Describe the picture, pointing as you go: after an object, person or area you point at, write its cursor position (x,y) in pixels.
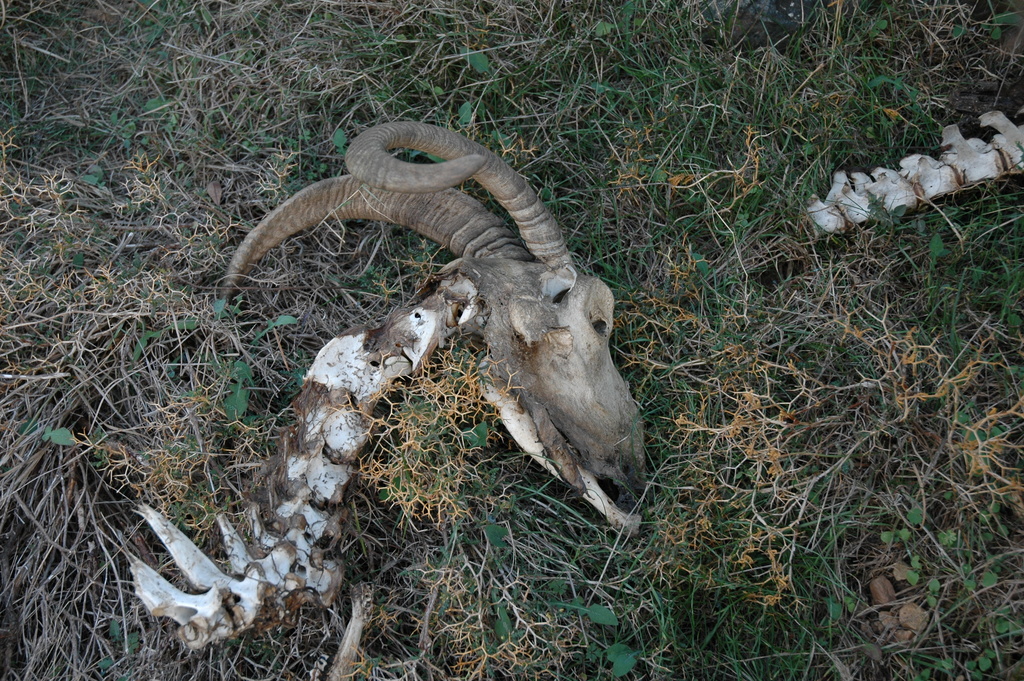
In this image we can see an animal head (599,328) on the grass (599,523).
